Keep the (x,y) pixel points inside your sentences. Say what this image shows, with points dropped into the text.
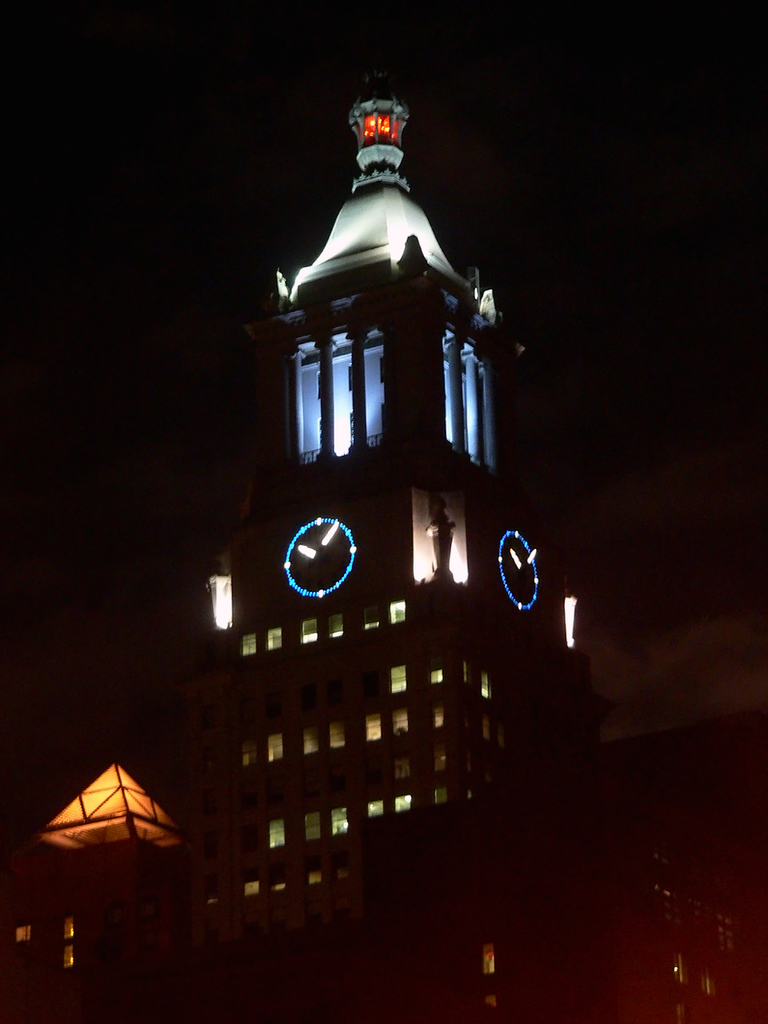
Here in this picture we can see a building tower (404,468) present in the middle (458,444) and on that we can see clocks (336,531) present and we can also see lights (456,555) present over there and beside that also we can see buildings (686,871) present.
